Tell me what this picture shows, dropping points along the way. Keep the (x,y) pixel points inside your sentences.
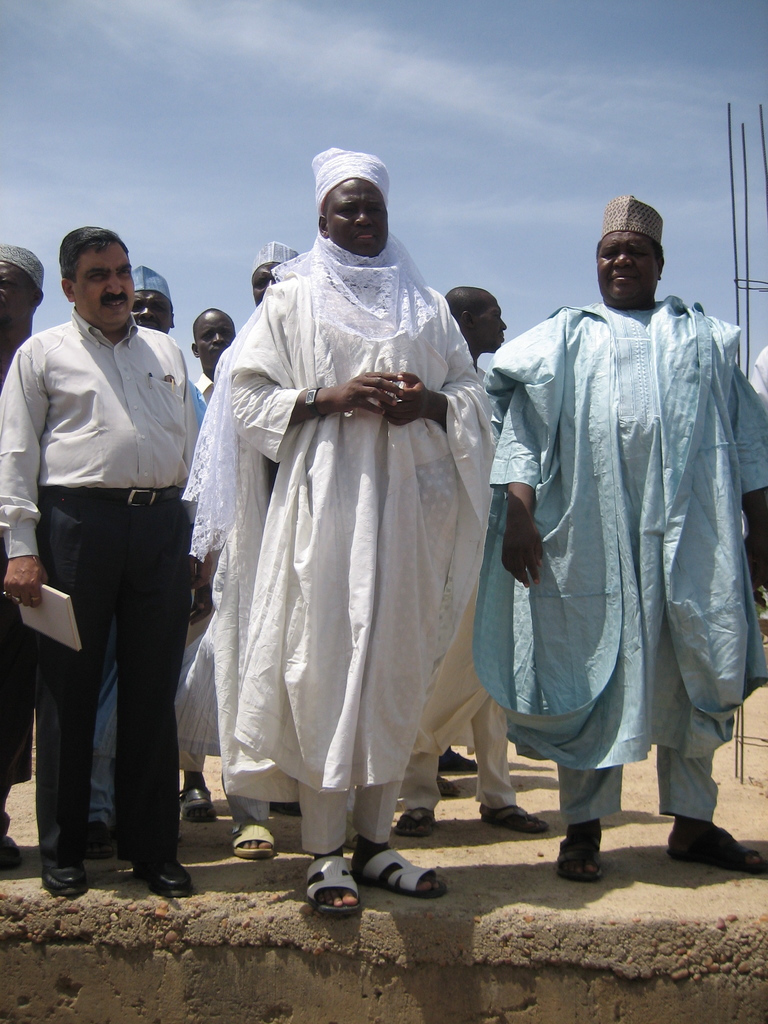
In the foreground of this image (484,518), there are few men (573,526) seems like standing on a building (569,894). Behind them, there are rods (747,277) and the sky (361,60).
